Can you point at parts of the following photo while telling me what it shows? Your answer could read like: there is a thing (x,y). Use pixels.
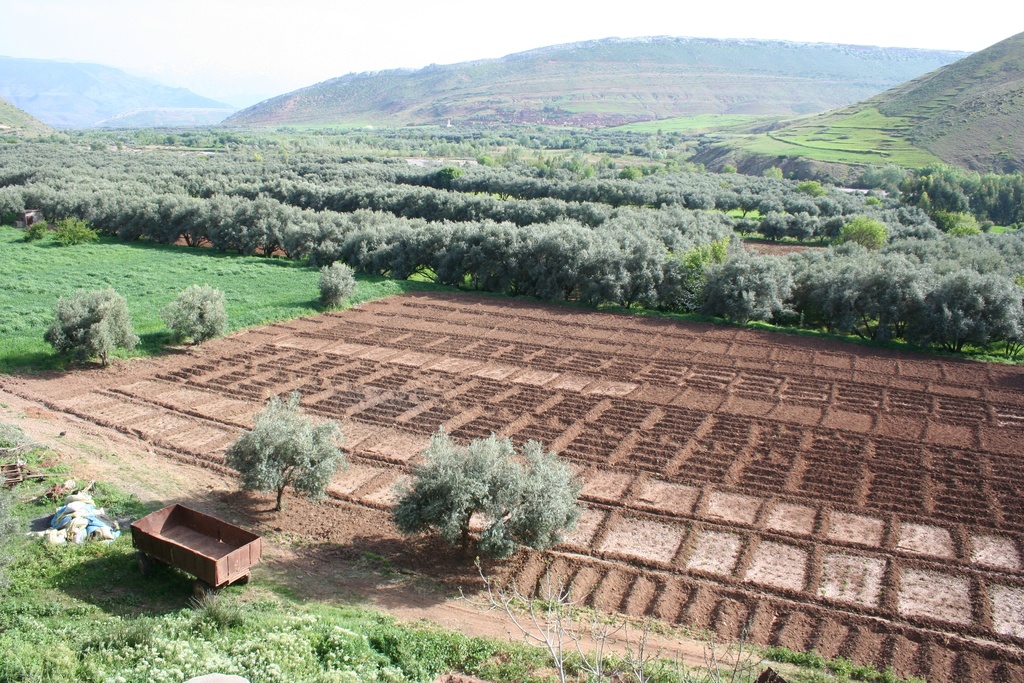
At the bottom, we see the trees (626,671). On the left side (87,529), we see the bags (91,520) in white and blue color. Beside that, we see the wooden sticks (7,467). Beside that, we see an object (174,537) which looks like a wooden box (210,543) or a container (192,543). In the middle (546,341), we see the trees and the soil (277,353). There are trees (522,187) and the hills (578,87) in the background (748,73). At the top (407,50), we see the sky (315,50).
